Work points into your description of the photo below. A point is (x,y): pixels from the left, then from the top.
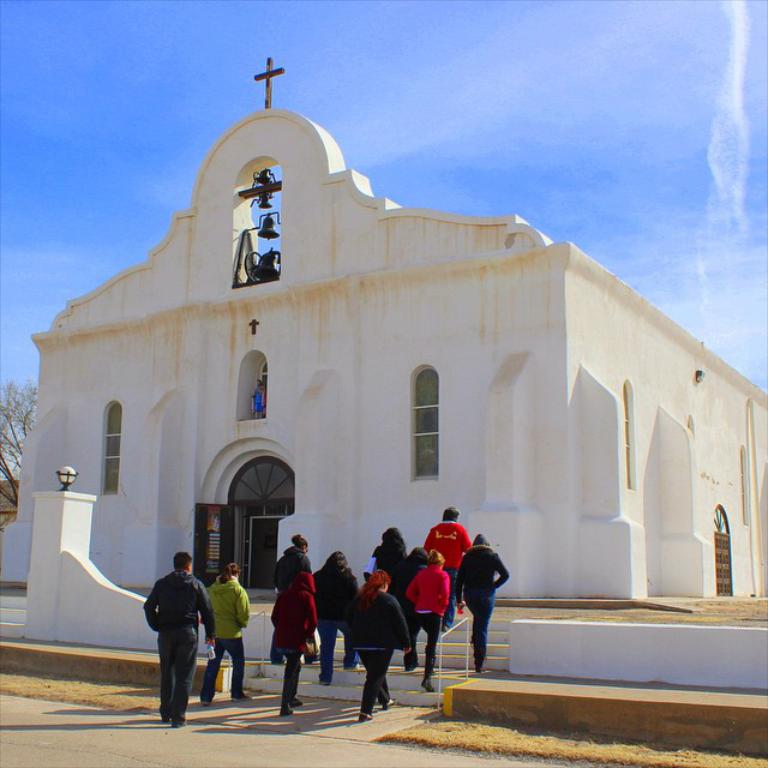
As we can see in the image there is a building (413,405), bell (269,257), few people (290,628) walking over here, light (66,475), tree (21,440) and sky (113,72).
